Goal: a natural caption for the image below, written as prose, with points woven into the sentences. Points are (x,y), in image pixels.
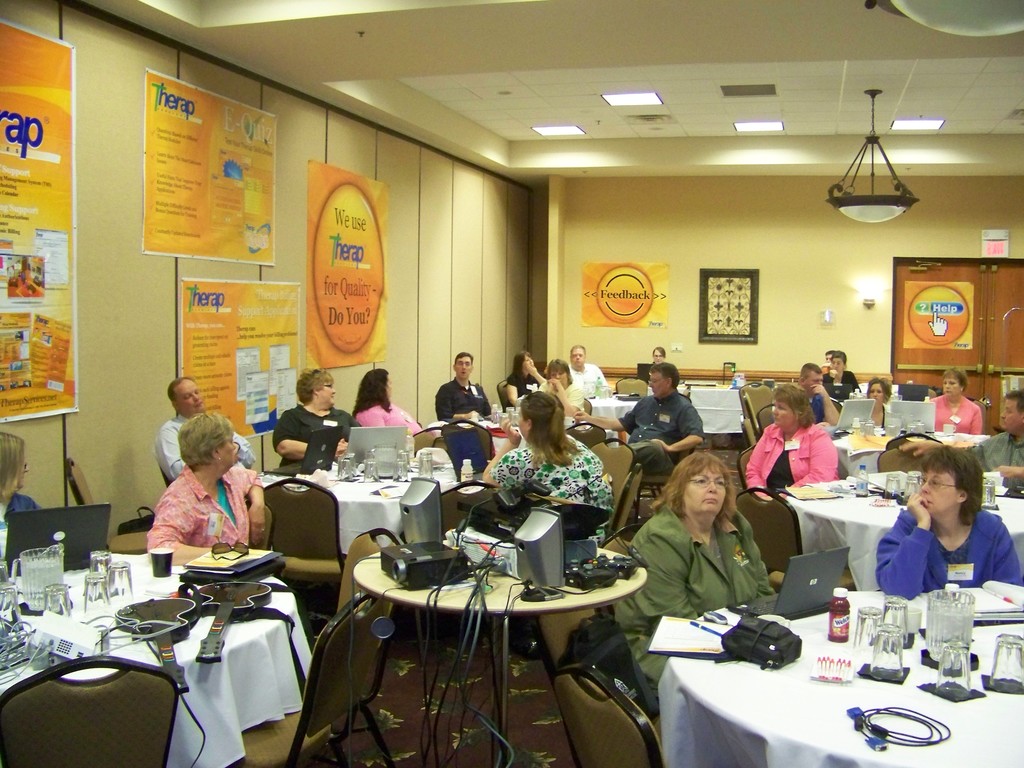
In this picture there are group of people (557,421) sitting on the chair (99,660). There is a glass (65,596), bowl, spectacle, cup (155,574), guitars (186,606), bag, nameplate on the table (277,674). There are few devices (544,530) on the table (502,651). There are few posters (225,299) on the wall (677,247). There are some lights (932,127) to the roof (935,150).
